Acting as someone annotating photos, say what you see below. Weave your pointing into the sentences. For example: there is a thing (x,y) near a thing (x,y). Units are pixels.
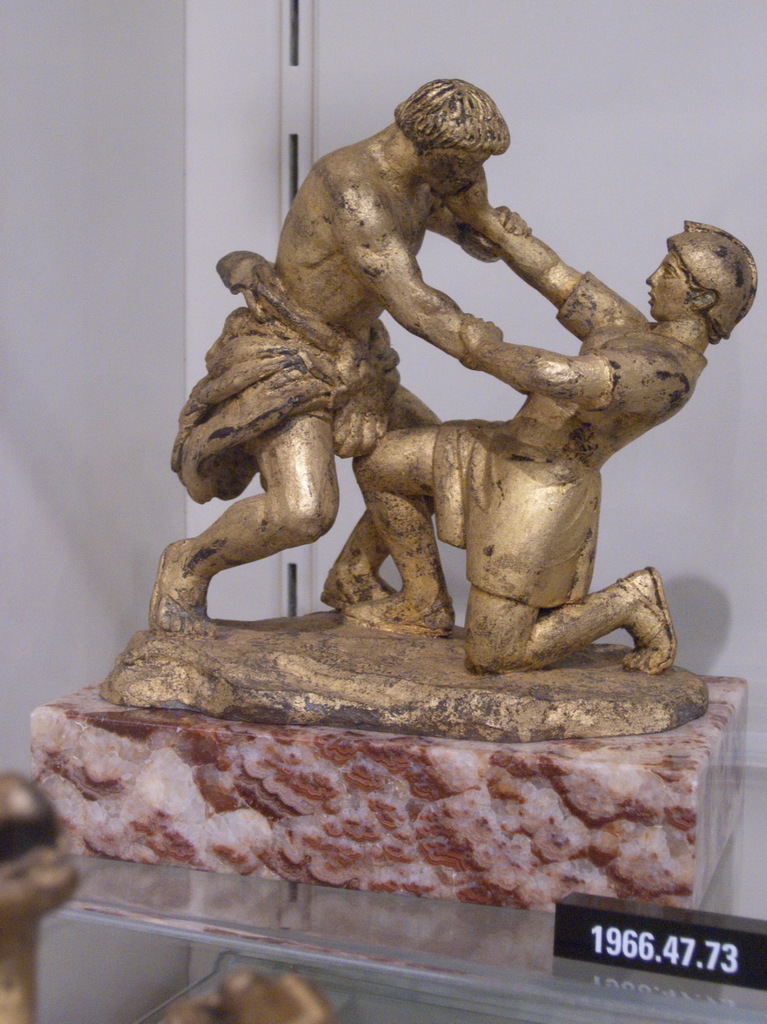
In this image we can see a statue (481,721) placed on the table (409,827). In the background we can see a name label (575,930) and walls (533,79).
